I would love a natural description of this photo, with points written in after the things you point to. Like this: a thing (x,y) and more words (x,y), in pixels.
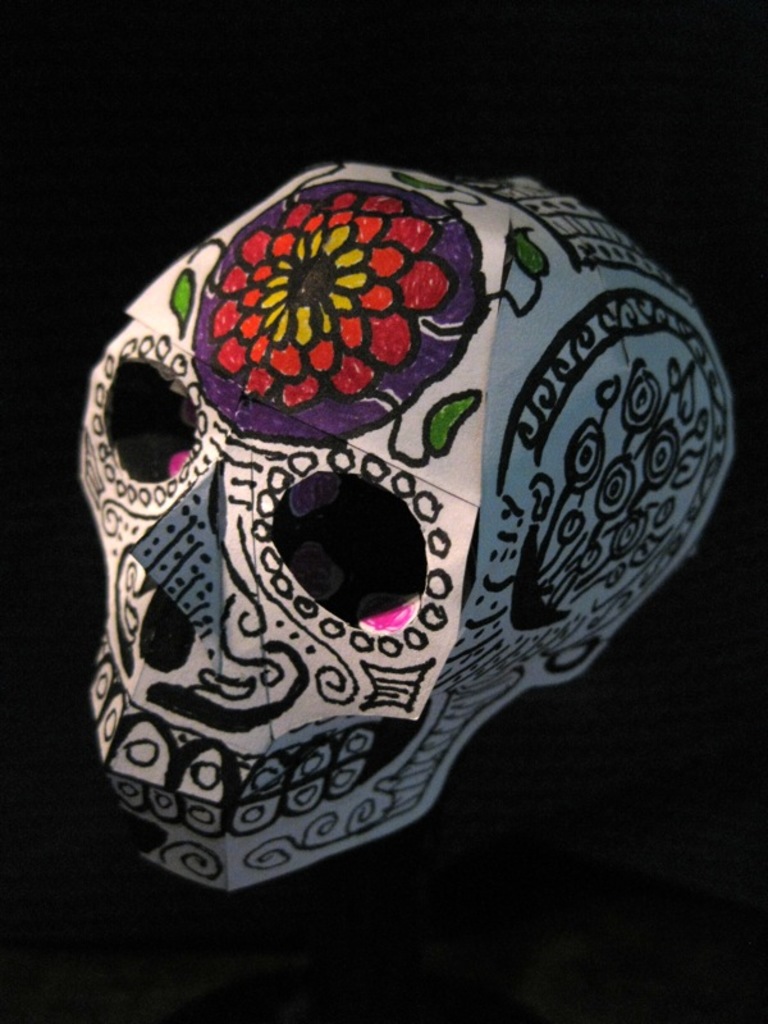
The picture consists of a model of a skull (371,506), on the skull (371,423) there are rangolis (385,283) and drawings (449,708). The background (26,490) is dark.
